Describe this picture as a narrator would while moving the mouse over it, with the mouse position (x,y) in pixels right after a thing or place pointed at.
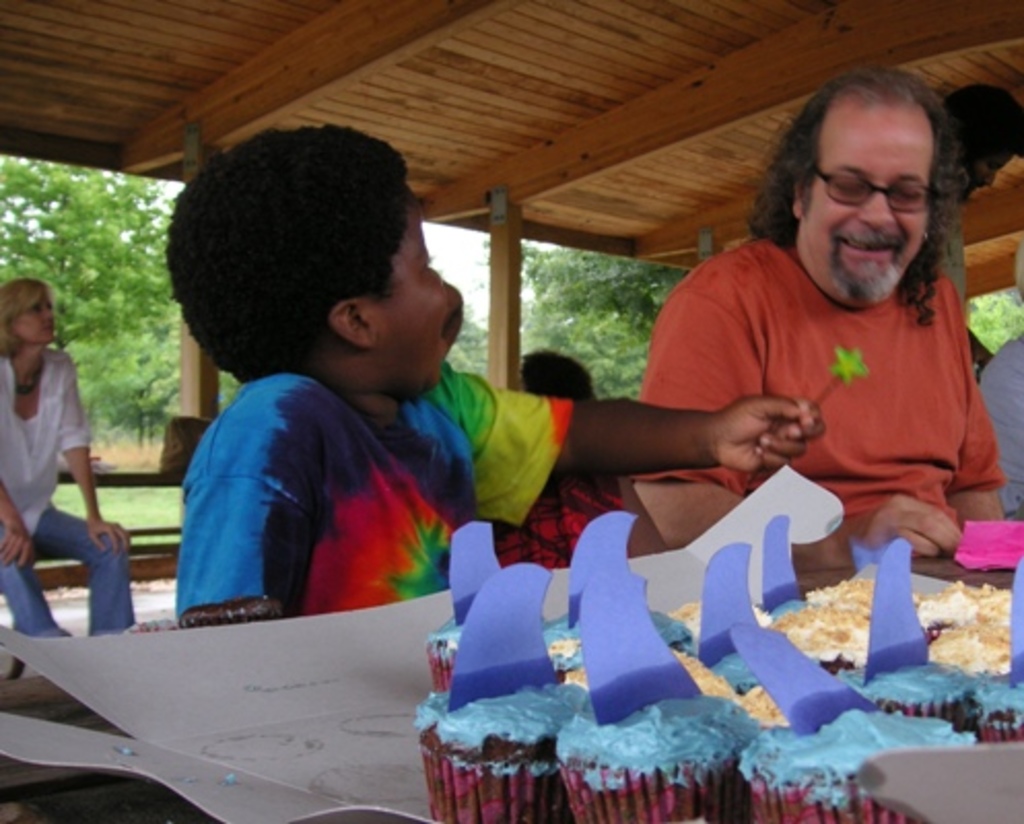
In this picture I can see few people (472,374) sitting on the bench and I can see a boy (641,442) holding something in his hand (761,461) and I can see few muffins (695,645) and trees (533,307) in the back (574,255).
